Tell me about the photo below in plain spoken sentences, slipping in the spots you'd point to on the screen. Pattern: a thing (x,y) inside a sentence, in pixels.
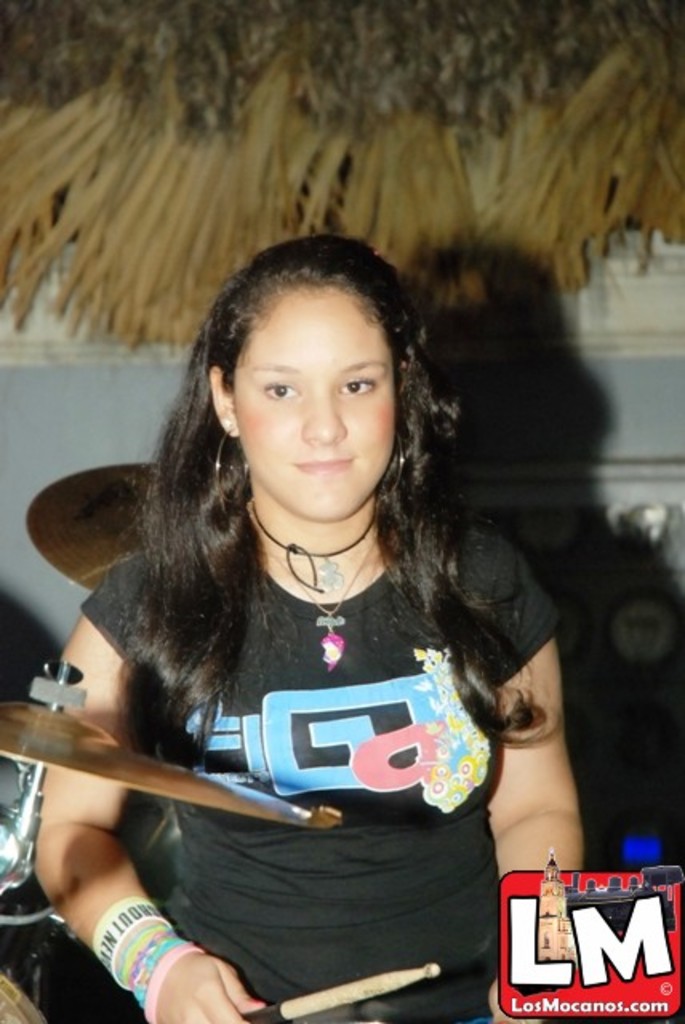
In the center of the image (379,682) we can see a woman (365,790) holding some object (316,1002) and she is in a black t shirt (363,923). On the left side of the image (87,754), we can see a musical instrument (110,764). At the bottom right side of the image (567,989), there is a logo (617,914). In the background (551,482) there is a wall (633,406), few musical instruments (581,683) and a few other objects (650,789).
